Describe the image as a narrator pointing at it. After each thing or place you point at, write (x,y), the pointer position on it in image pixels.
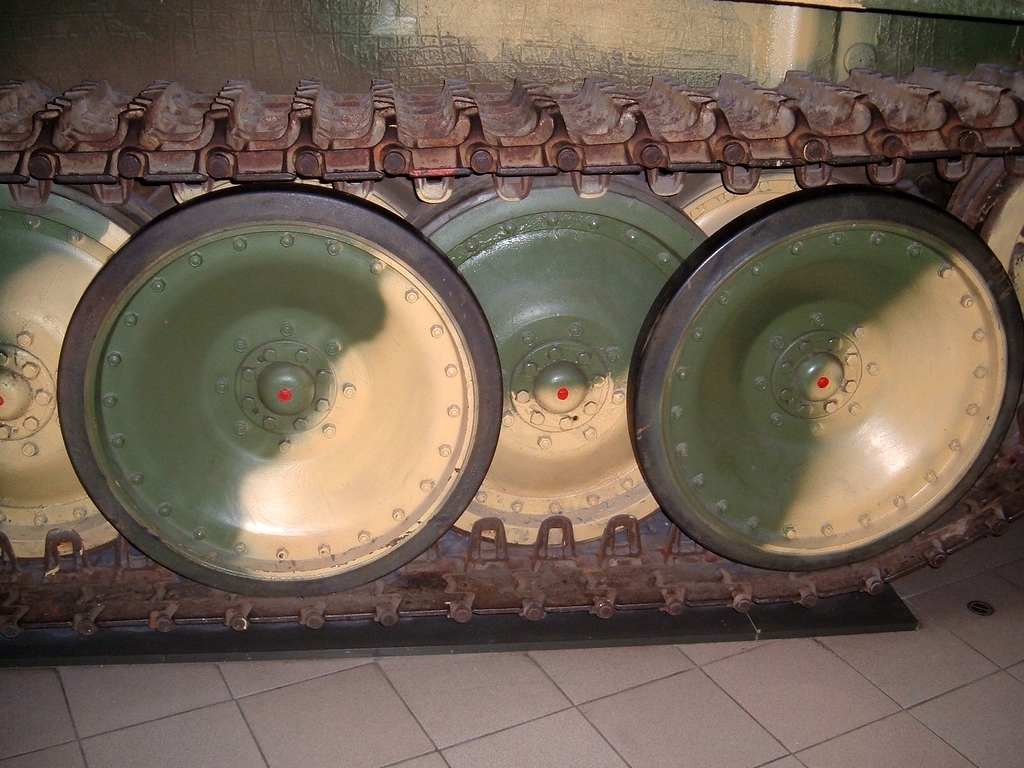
In this picture we can see wheels (493,330) of a tanker (572,207), at the bottom (631,690) there are some tiles (609,693).
